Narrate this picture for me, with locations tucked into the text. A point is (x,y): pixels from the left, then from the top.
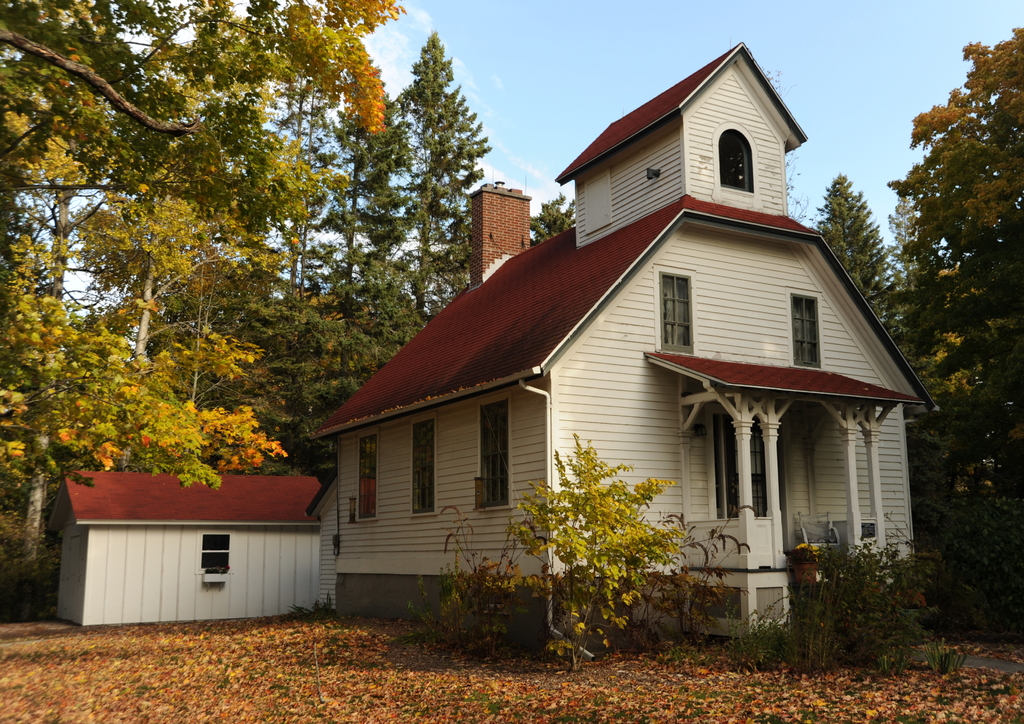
In this image, we can see a houses (502,534) with walls (638,415) and windows (428,502). Here we can see doors (729,505) and pillar (747,494). At the bottom (646,531), we can see plant (757,641). Background (1008,355) there are so many trees (54,414) and sky (713,39).
